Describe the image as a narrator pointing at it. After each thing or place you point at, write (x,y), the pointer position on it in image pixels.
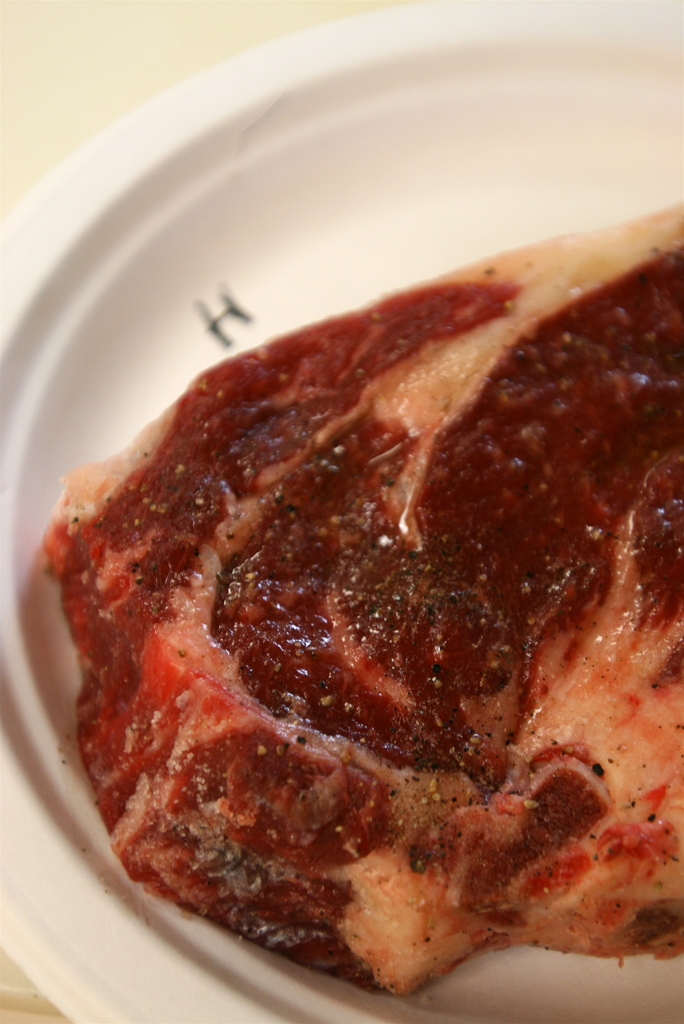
In this image I can see a meat (419,597) in a white color plate (256,323).
